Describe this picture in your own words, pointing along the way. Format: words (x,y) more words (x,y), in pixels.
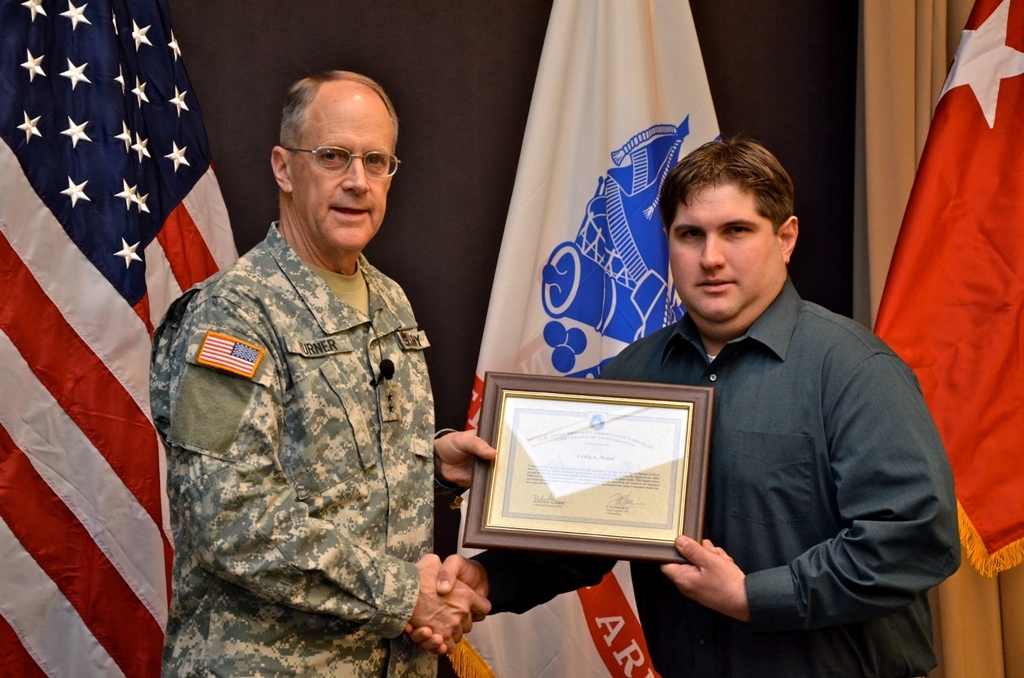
In the image we can see two men (393,341) standing, wearing clothes (351,482) and the left side man (287,450) is wearing spectacles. They are holding the frame (575,476). Behind them there are flags (568,98) of the countries.
